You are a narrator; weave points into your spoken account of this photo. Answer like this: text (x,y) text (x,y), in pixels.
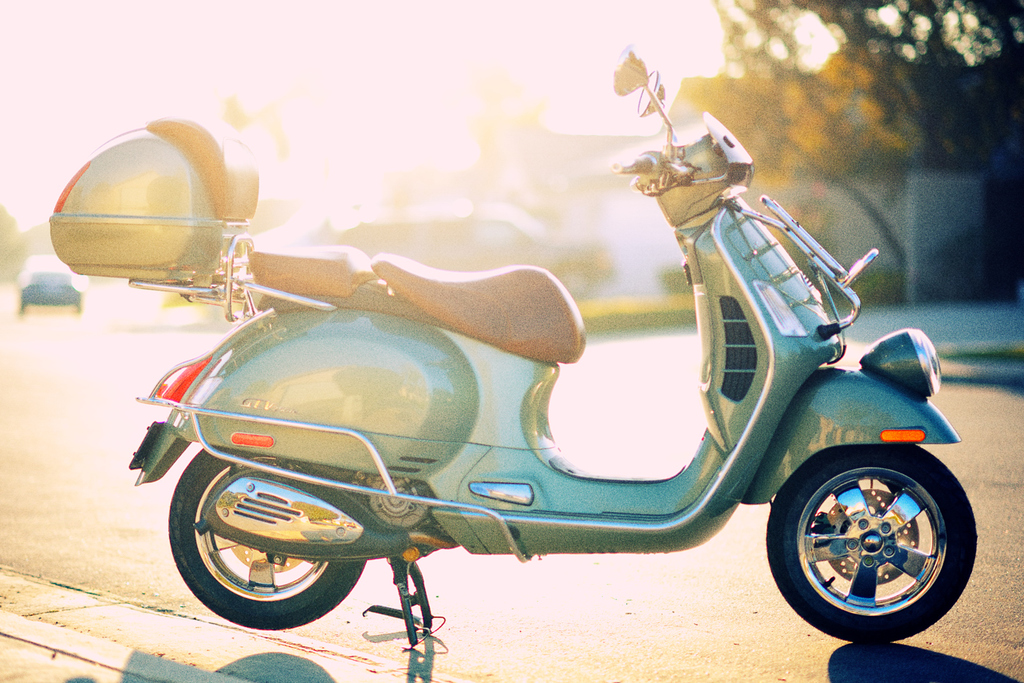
This picture shows a scooter (345,574) parked on the side of the road (375,655) we see trees (851,118) and a car (29,300) moving on the road (40,314) and we see a box (117,250) to the scooter (134,284) on the back (213,244).
